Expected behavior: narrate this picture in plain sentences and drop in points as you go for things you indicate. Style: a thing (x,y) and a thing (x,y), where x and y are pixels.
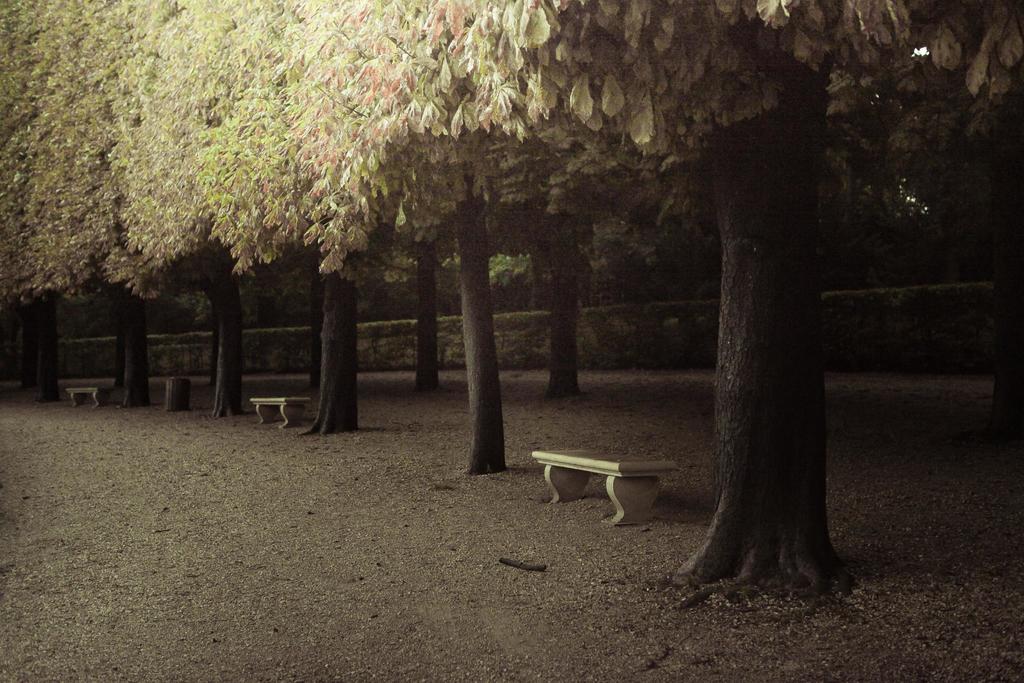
In the foreground of the image (627,510) we can see benches (630,491) placed on the ground (319,506). In the center of the image (568,236) we can see a group of trees (600,238) and plants (902,328).
